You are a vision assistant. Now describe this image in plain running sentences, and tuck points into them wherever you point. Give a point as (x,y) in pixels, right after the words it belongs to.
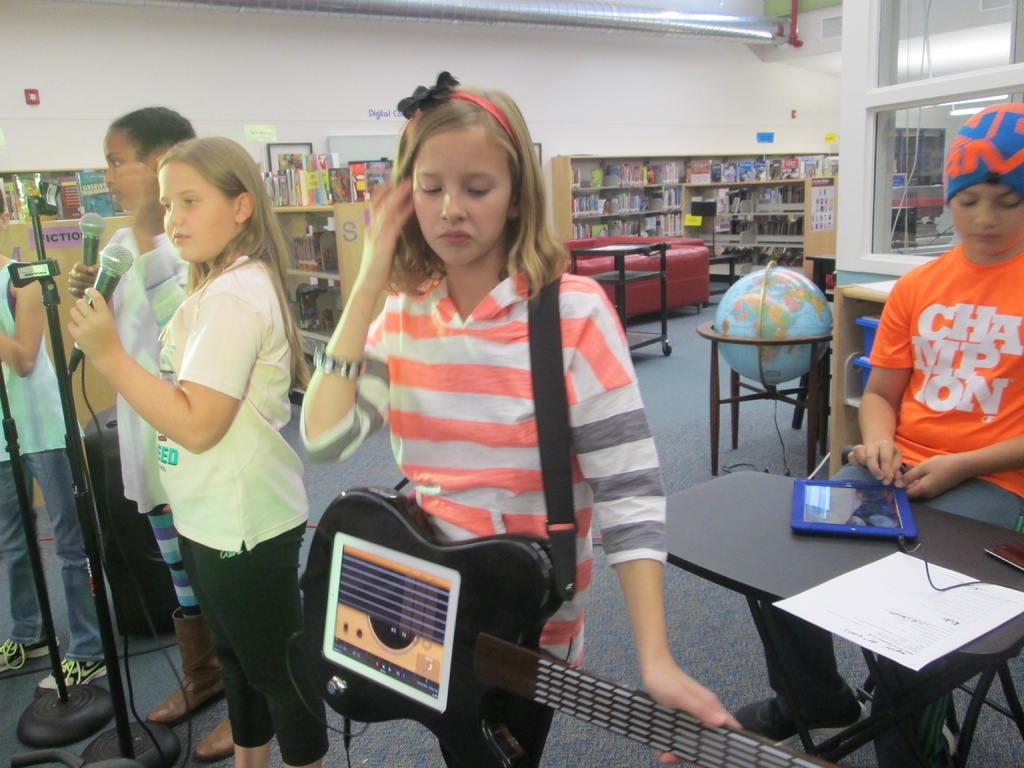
In this image there are group of persons (608,353) standing and sitting. The person (158,306) at the left side (170,298) holding mike (115,279) in their hands (74,278). Girl (462,387) at the center (473,402) is holding a guitar (476,602) in her hand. Boy (939,456) at the right side (954,461) is sitting and doing work. In the background (644,201) there are shelves (684,192) filled with books (738,169), there is a globe (788,301).
